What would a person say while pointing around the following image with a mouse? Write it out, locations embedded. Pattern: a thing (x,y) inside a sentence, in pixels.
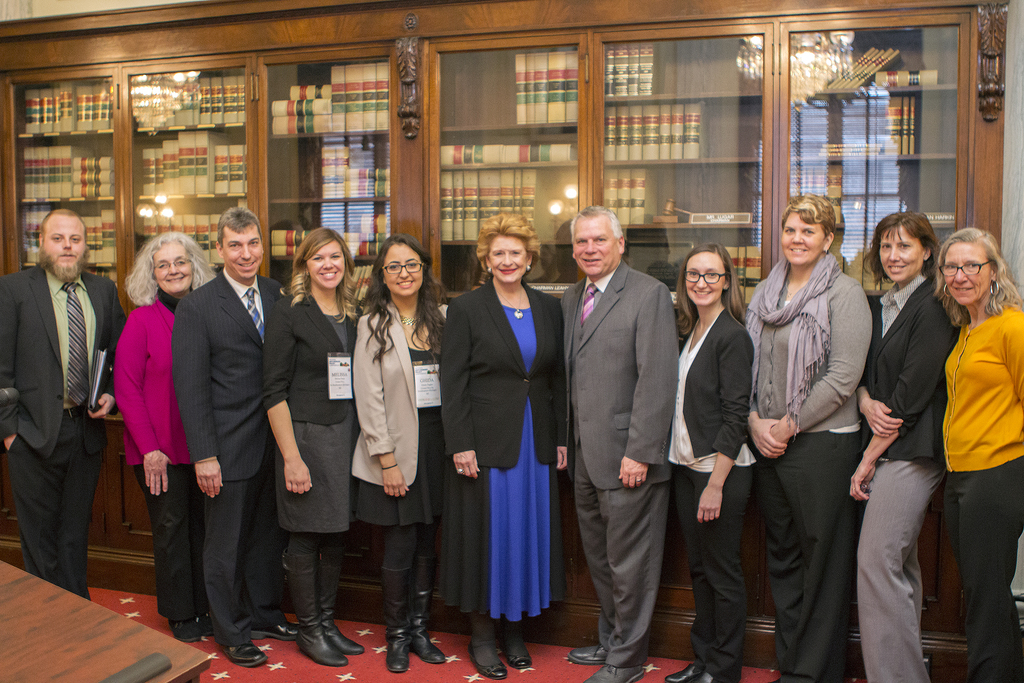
In the image in the center (509,381), we can see a few people (425,369) are standing. And they are smiling, which we can see on their faces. In the bottom left of the image (41,603), we can see one table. In the background (512,186) there is a wall (15,8), racks (353,134), books (458,222), lights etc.
